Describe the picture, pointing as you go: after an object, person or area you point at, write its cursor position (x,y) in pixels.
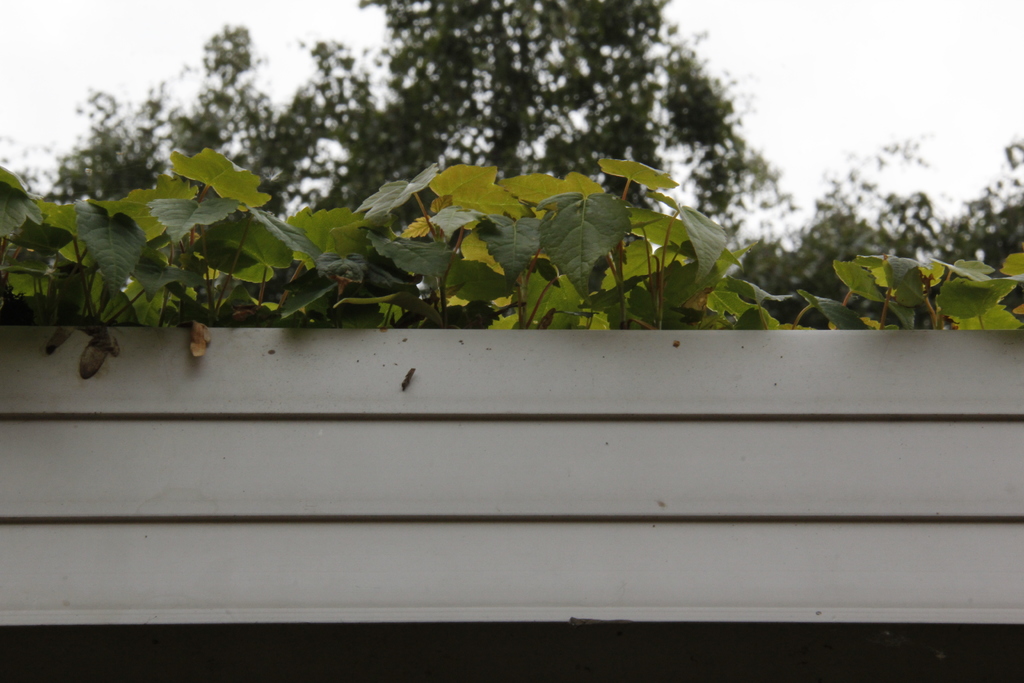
In this image there are plants (291,313) in a rack (299,336), and in the background (645,125) there are trees (104,181), sky (846,104).
